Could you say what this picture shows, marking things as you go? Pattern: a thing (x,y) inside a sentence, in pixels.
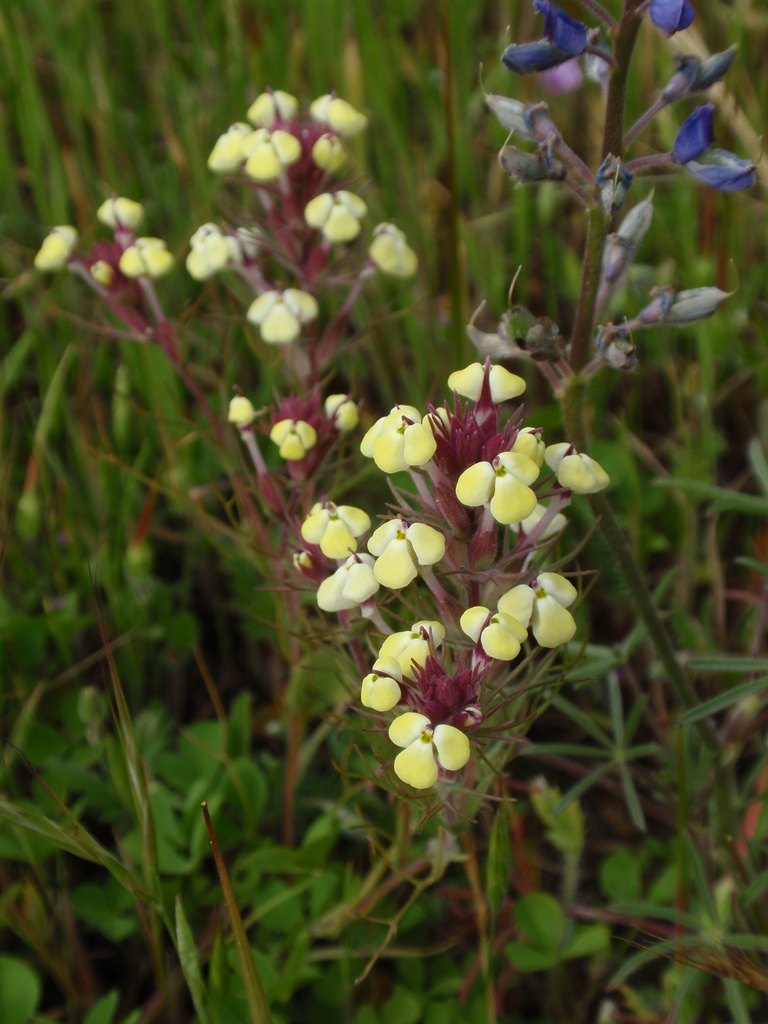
In this image we can see some plants (322,403) with flowers (453,736) and buds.
